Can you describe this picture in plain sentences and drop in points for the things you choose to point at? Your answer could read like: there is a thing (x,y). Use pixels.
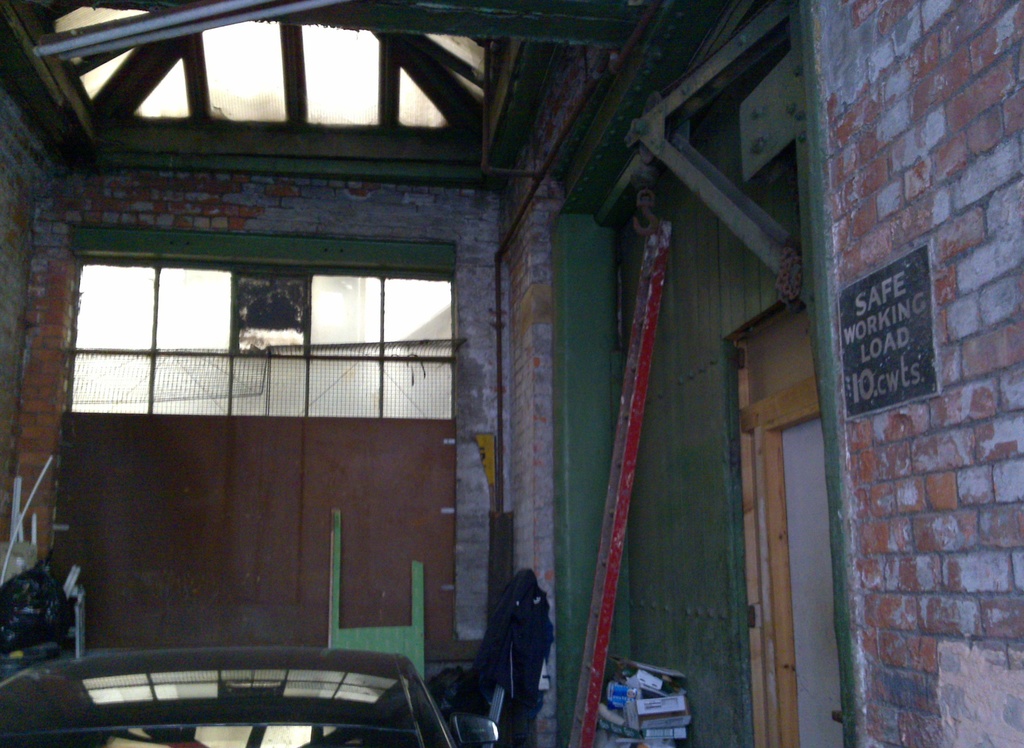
In this picture I can see there is a house (713,427) and it has a wooden door (756,339) onto right and there are few objects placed and there is a stone (888,336) placed on the wall (958,421) on to right side (890,344).
